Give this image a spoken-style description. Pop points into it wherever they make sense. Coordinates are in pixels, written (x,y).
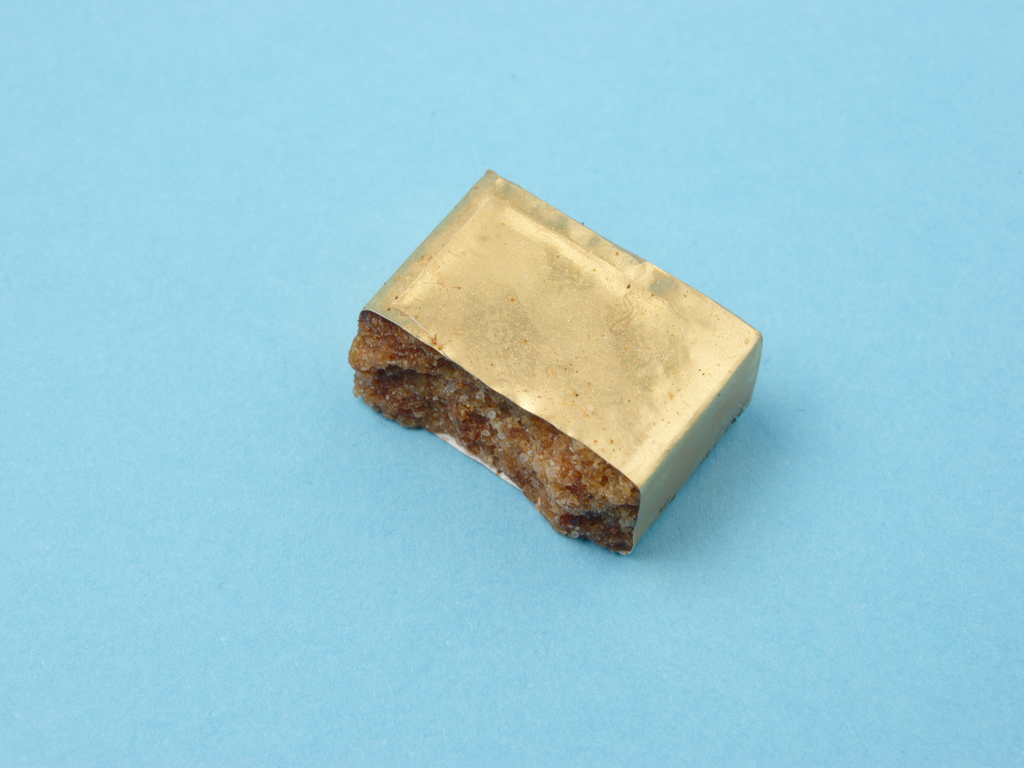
In this picture I can see a gold and brown color thing (508,342) on the blue color surface (375,256).
